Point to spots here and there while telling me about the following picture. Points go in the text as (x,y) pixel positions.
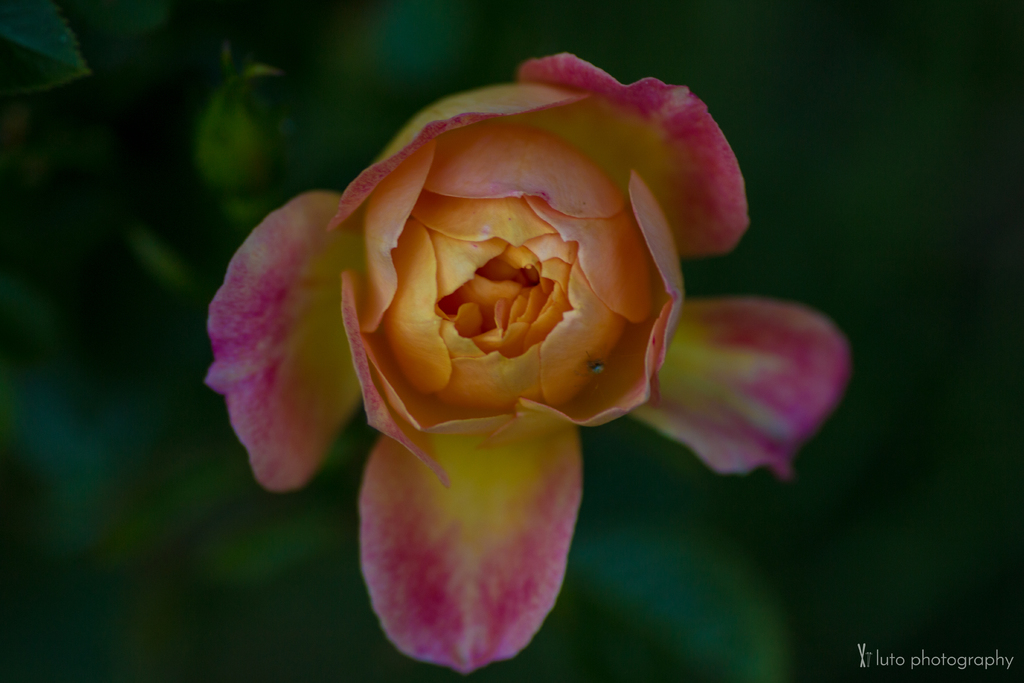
There is a pink and yellow color flower (436,243). In the background (329,544) it is green and blurred. At the right bottom corner (905,653) there is a watermark (884,667).
